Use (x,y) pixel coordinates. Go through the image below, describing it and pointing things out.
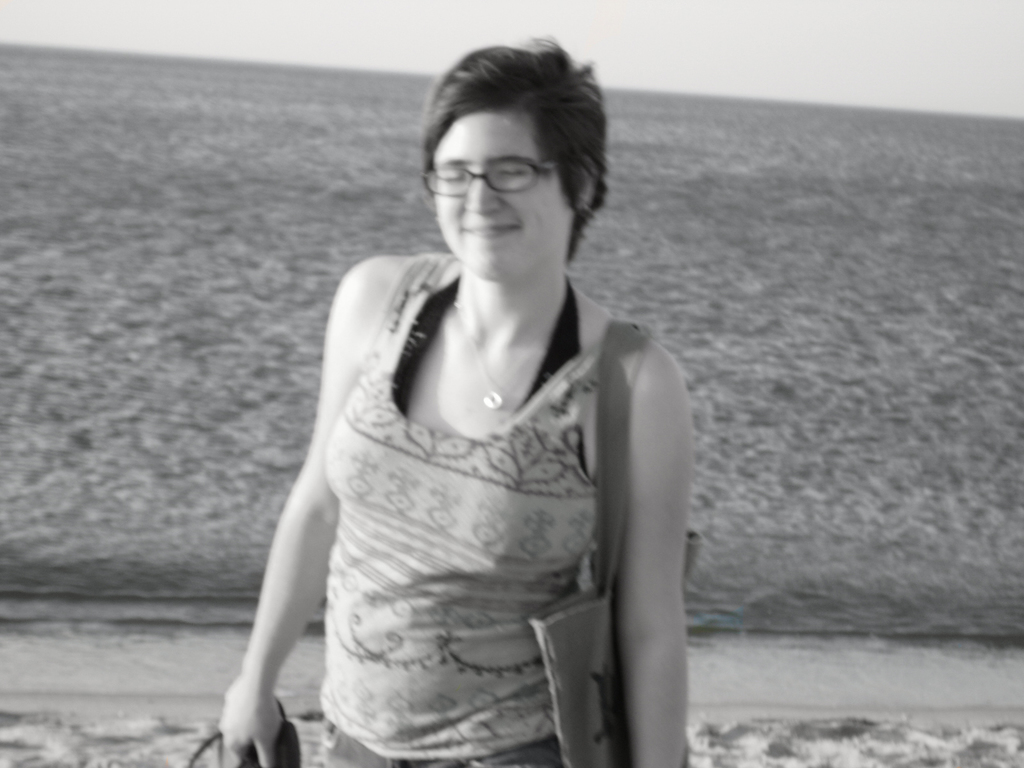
This is the black and white image where we can see a woman (639,624) wearing T-shirt (566,566), bag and spectacles (461,189) has closed her eyes (508,174). In the background (368,7), we can see the sea (107,377) and the sky (324,34).
